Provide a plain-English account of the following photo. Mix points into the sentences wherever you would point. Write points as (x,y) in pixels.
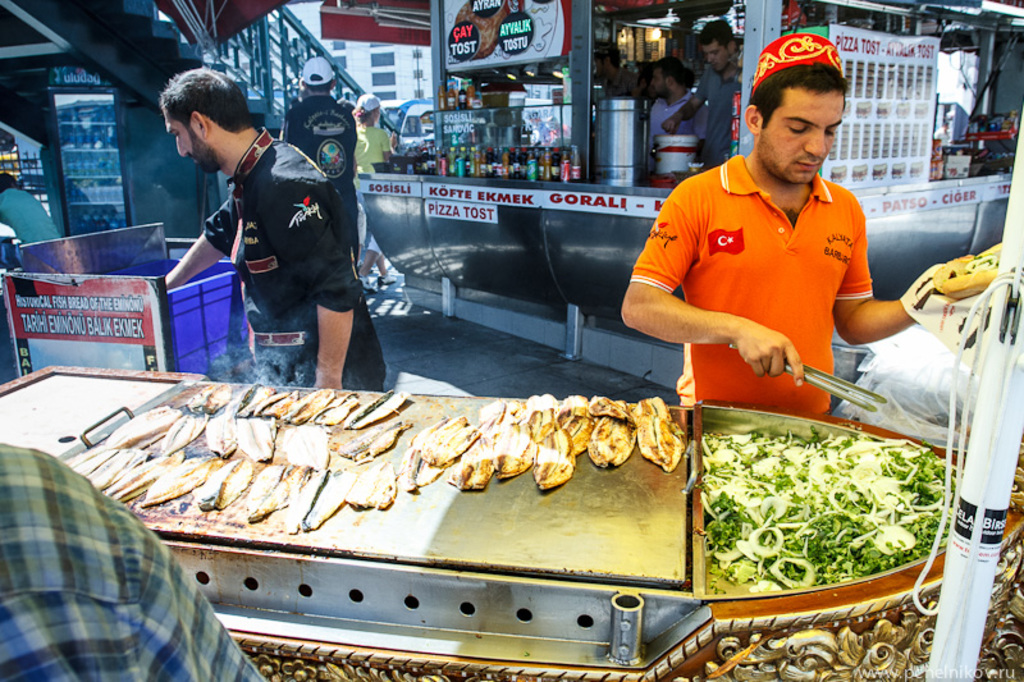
In this image I can see few people (241,225) standing. In front (804,305) the person (763,297) is wearing orange color shirt (802,321) and holding some object (955,315) and I can also see few food items (299,458) on the steel surface (204,505) and the food items (756,503) are in green, brown and cream color. In the background (608,154) I can see few stores (551,75), boards (470,53) and I can see few buildings (374,65).
